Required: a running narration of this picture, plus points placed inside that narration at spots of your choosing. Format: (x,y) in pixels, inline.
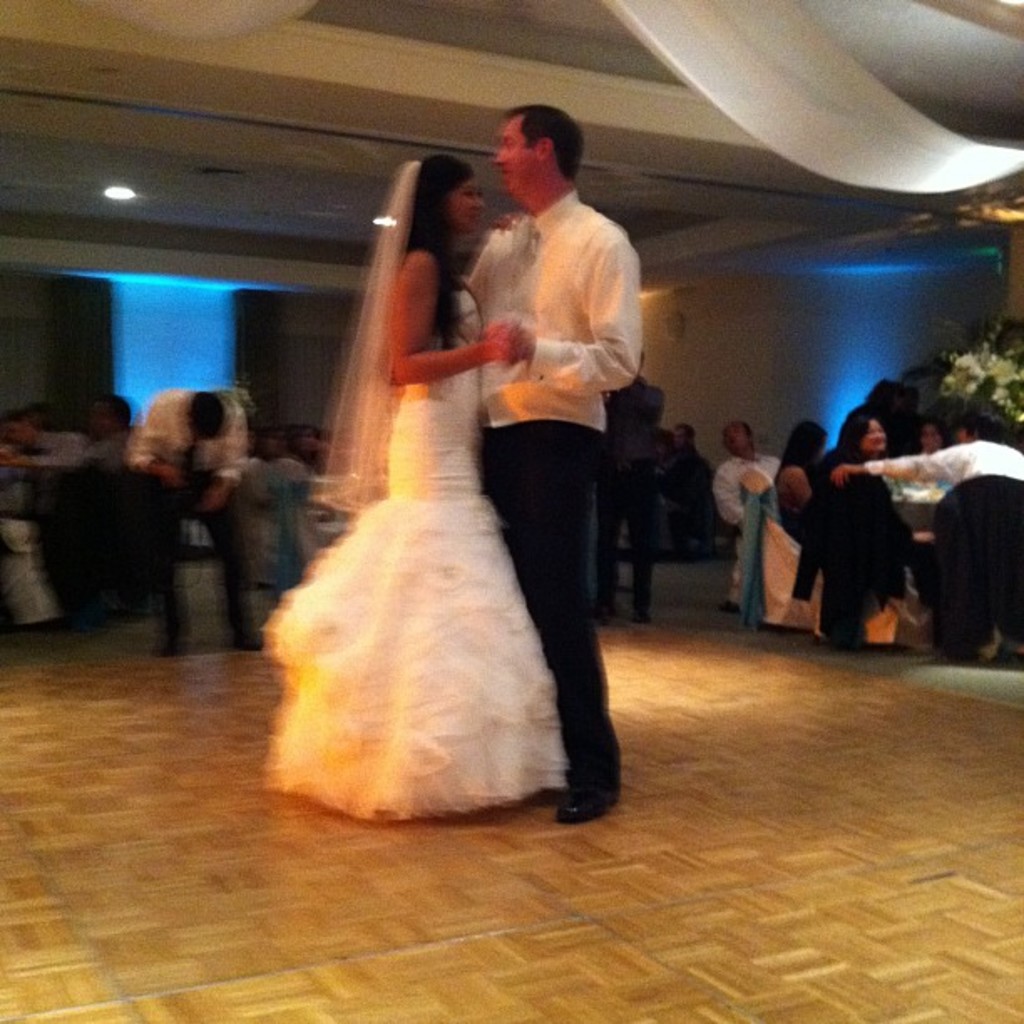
In this image we can see a lady (412,659) wearing gown (362,517) and veil (400,211) is holding a man (518,368) and dancing. In the back (862,480) there are many people (813,462) sitting. On the right side (995,396) there is a flower bouquet (987,379). In the background (224,323) there are lights (203,298) and wall (664,345).
